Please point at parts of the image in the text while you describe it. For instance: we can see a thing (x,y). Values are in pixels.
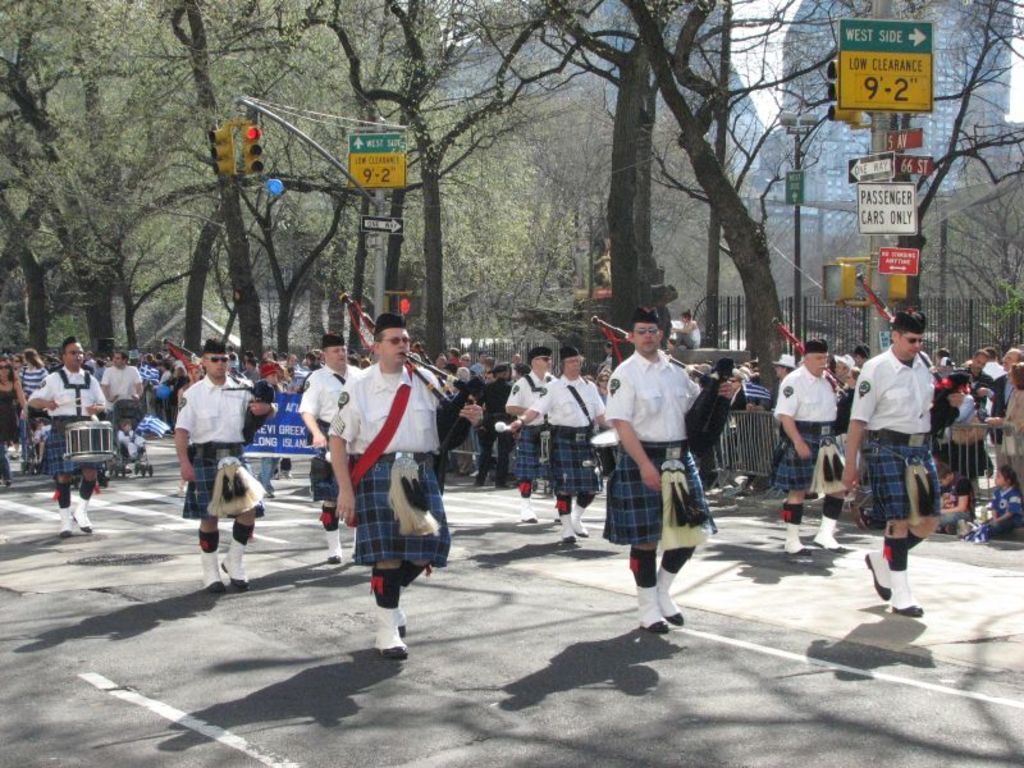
In this image we can see few persons (377,554) are walking on the road (207,638) by holding musical instruments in their hands (257,410). In the background (543,244) there are few persons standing and sitting at the fence (774,438) and among them few persons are holding flags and we can see trees (512,174), traffic signal poles (378,247), fences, buildings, boards (389,231) on the poles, hoarding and sky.
